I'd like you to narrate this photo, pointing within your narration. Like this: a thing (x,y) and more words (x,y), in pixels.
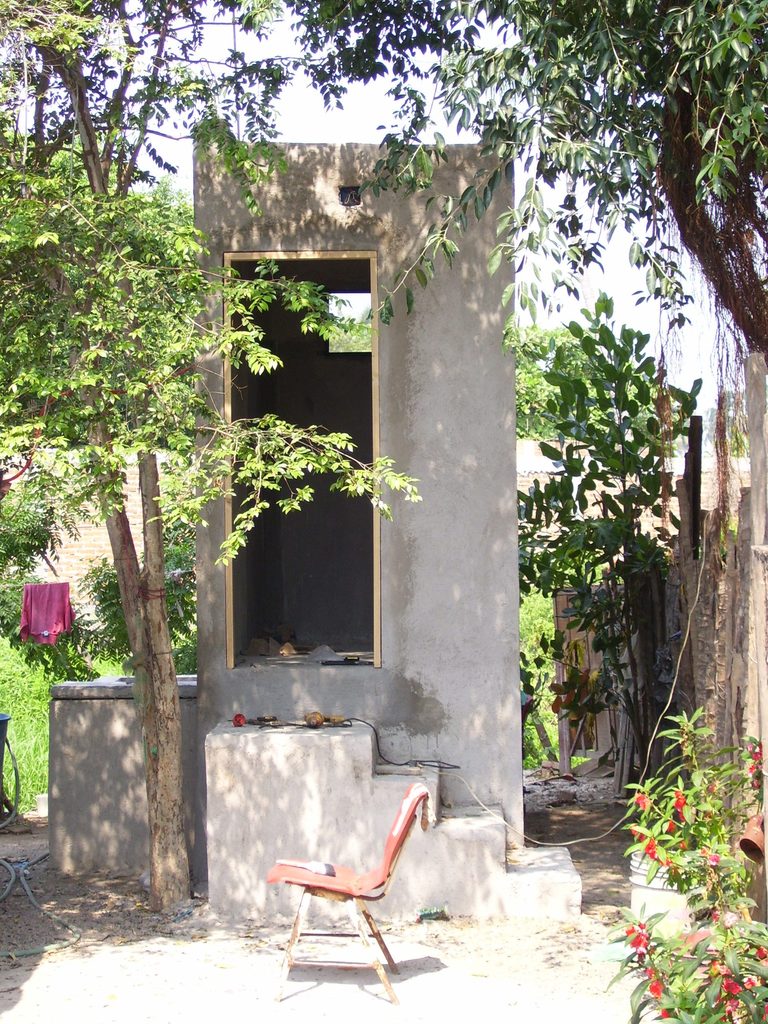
In this image there is a chair (309,936), in the background (333,905) there is a washroom (430,372), trees (720,187), in the bottom right (659,805) there is a plant (692,893).
